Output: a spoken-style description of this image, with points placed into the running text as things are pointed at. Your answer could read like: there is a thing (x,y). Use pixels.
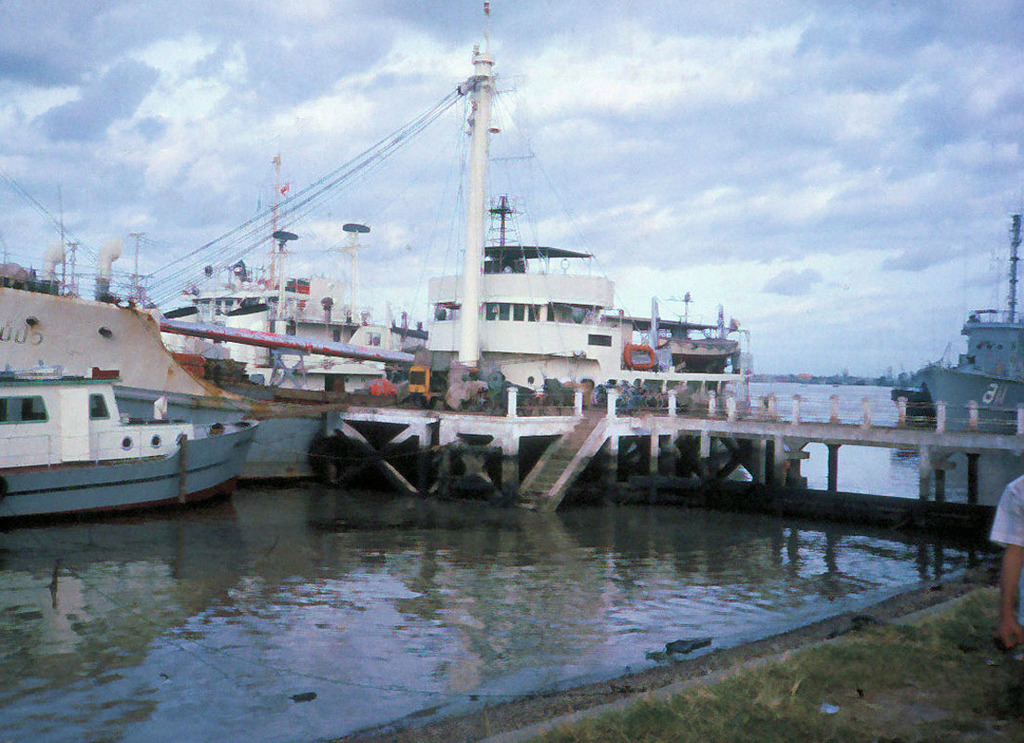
In the picture we can see water (467,657) and around it we can see a path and some part of a bridge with railing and on it we can see a pole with wires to it and behind it, we can see some boats (989,474) and ships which are white in color and behind it we can see a sky (819,142) with clouds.
